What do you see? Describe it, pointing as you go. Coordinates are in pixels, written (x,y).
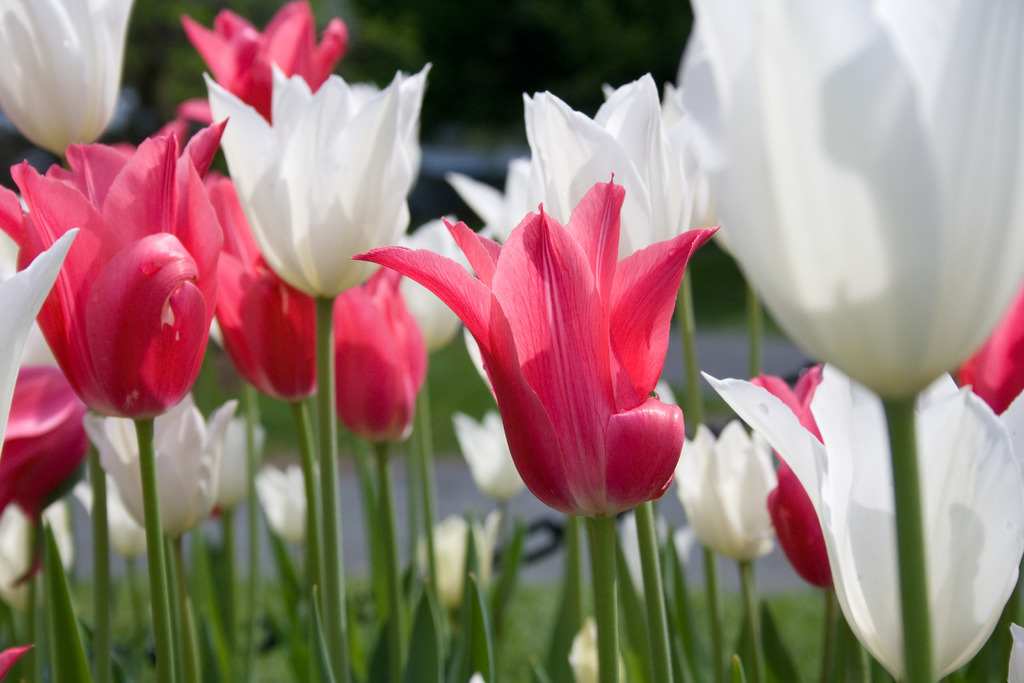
In this picture, we can see some flowers (252,258) with plants (607,589) and the blurred background (463,19).
